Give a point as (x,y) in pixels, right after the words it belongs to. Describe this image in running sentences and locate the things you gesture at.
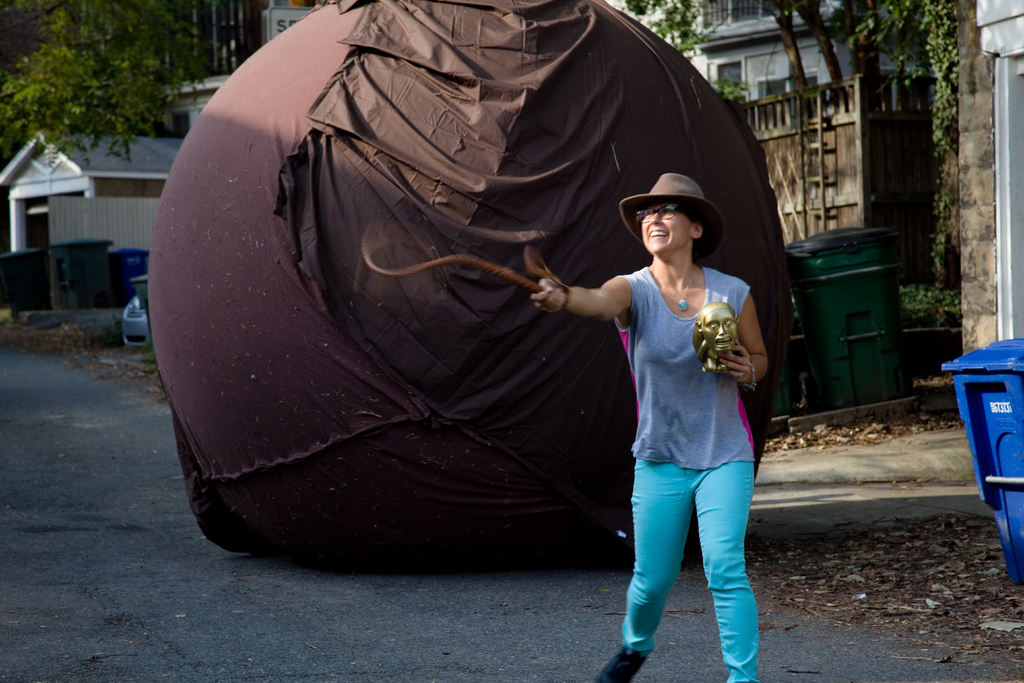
Front this woman (661,309) is holding a sculpture (704,366) with one hand (744,345) and holding a rope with another hand (556,292). Background (59,267) we can see bins (91,267), shed (38,167), building (708,9), trees (154,11), ladder (807,123) and huge object (250,267).
